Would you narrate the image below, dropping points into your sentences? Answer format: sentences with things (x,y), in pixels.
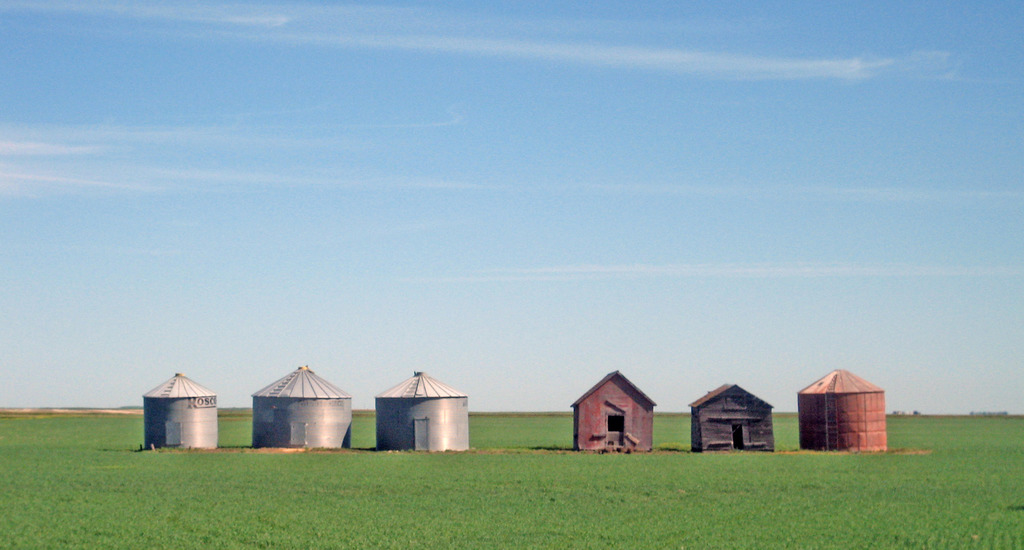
In this image there are six huts (379,407) on the grass (944,436), sky (786,294).
